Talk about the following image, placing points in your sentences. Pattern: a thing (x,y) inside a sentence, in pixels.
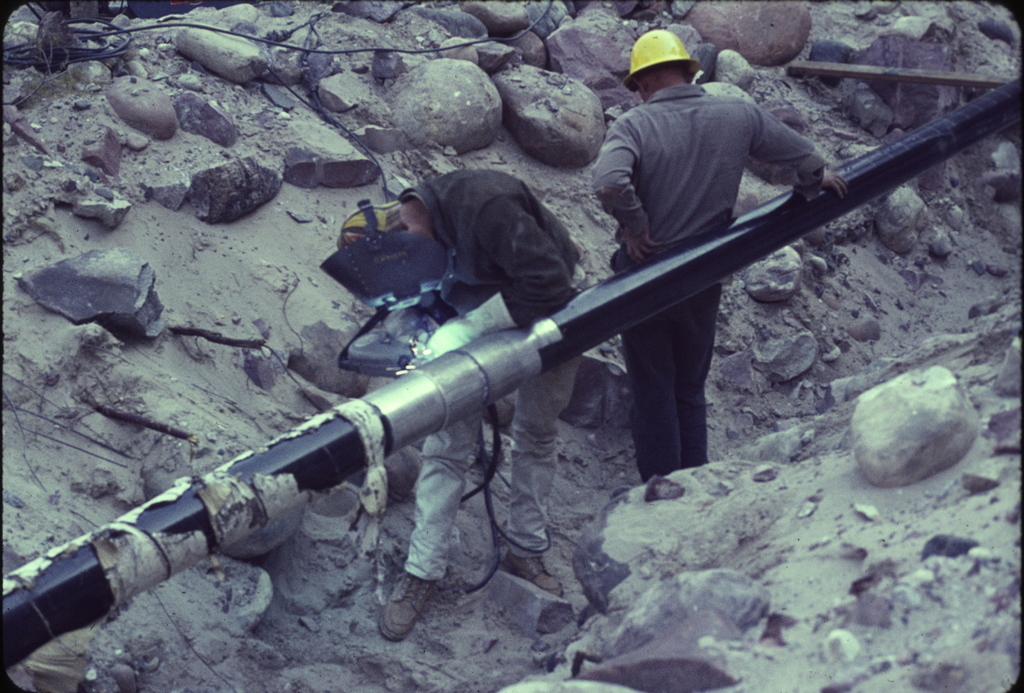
In this image there are some stones (867,92), pipe line (906,151) and two persons (691,152) visible.
